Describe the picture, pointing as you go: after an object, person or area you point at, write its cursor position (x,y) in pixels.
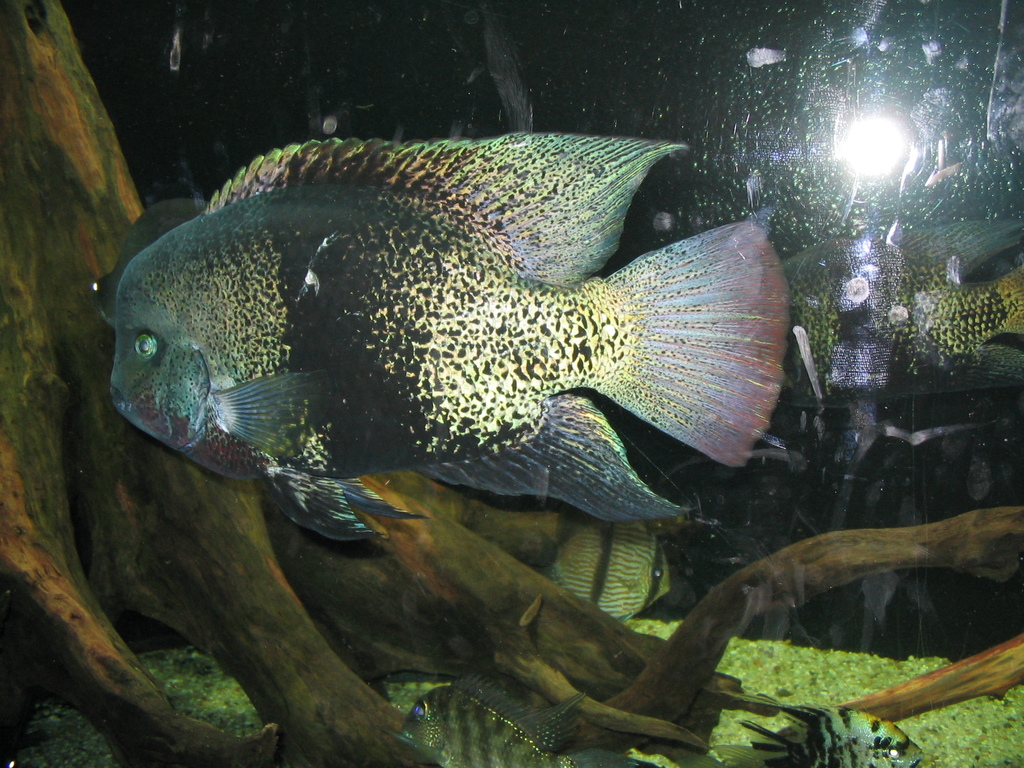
In this image in the center (619,321) there is a fish (613,337), and in the background (594,579) there are some fishes (594,579) and at the bottom (488,756) also there are fishes (551,751). And on the left side (50,235) it looks like a tree (34,158), and on the right side (842,150) there is a light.
